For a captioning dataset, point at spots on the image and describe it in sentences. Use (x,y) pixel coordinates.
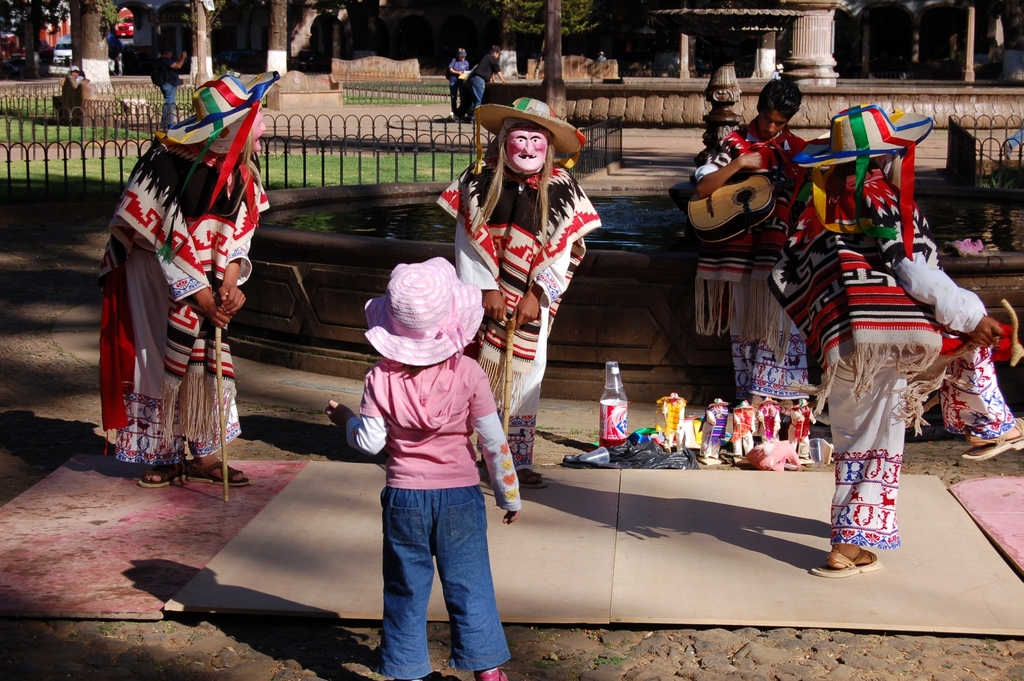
In this image I can see number of people (492,297) are standing and I can see few of them (543,318) are wearing costumes (850,238). I can also see three persons (852,188) are holding sticks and one man (776,204) is holding a guitar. I can also see a bottle (600,433) and few other things (649,445) on the ground (941,455). In the background (60,165) I can see water (662,213), iron fencing (954,155), grass (23,185), number of trees (571,0), few more people (77,70) and few vehicles (57,45). I can also see few buildings (138,35) in the background (399,32).
